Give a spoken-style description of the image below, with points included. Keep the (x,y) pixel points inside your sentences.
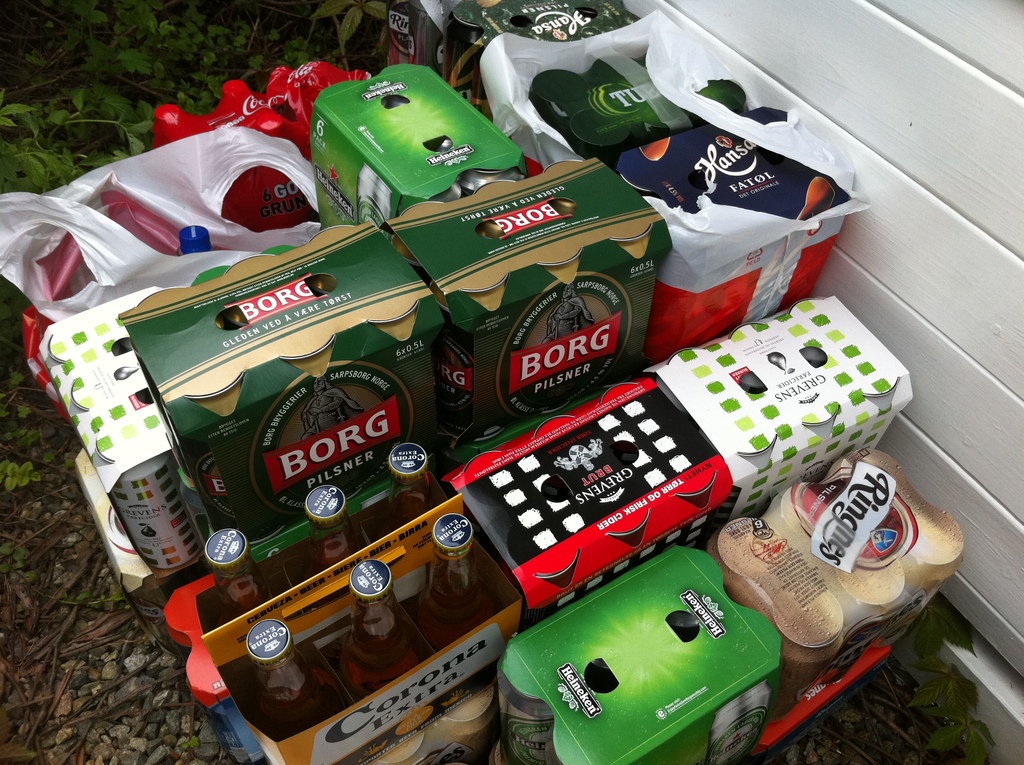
In this image there are boxes (289,607), bottles (419,507), plastic bags (109,178), plants (144,44), rocks (150,737), branches (62,630), wall (941,88) and objects (416,47).
